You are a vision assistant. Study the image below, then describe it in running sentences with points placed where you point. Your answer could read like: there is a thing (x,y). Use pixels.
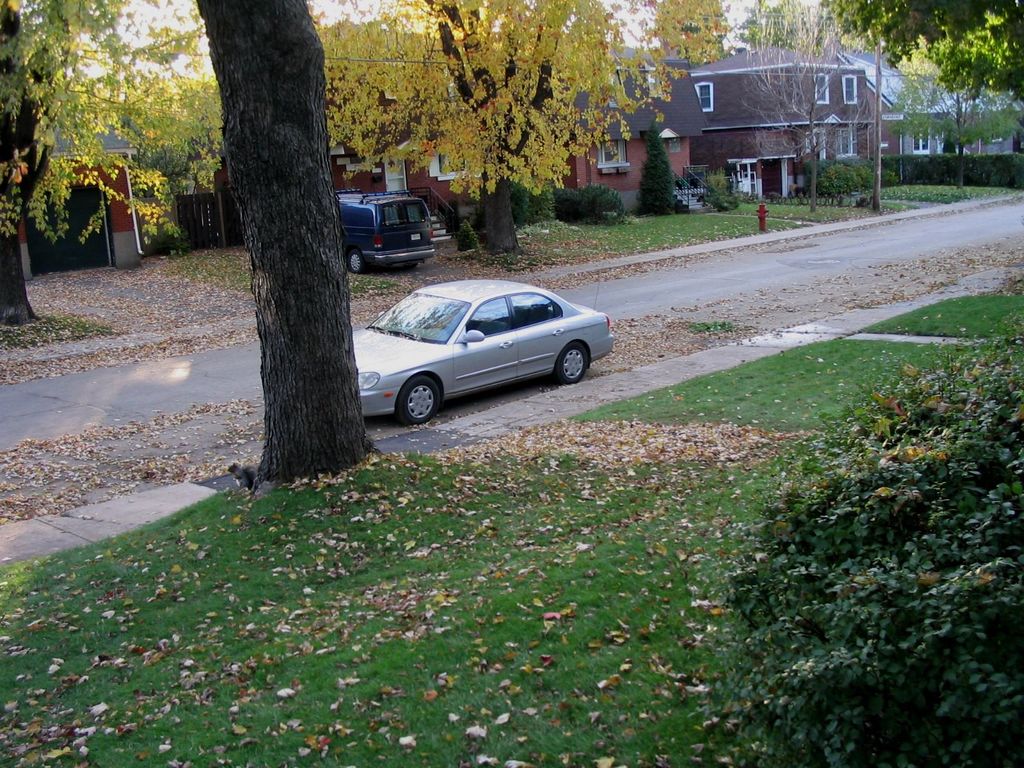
This image consists of a car (442,311) in silver color. At the bottom (480,662), there is green grass (419,651) on the ground (435,636). On the right (920,597), there are plants (962,601). In the front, there are many trees (961,1) and houses (666,127). And there is another car (350,219) in blue color. In the middle (629,283), there is a road (689,303).
